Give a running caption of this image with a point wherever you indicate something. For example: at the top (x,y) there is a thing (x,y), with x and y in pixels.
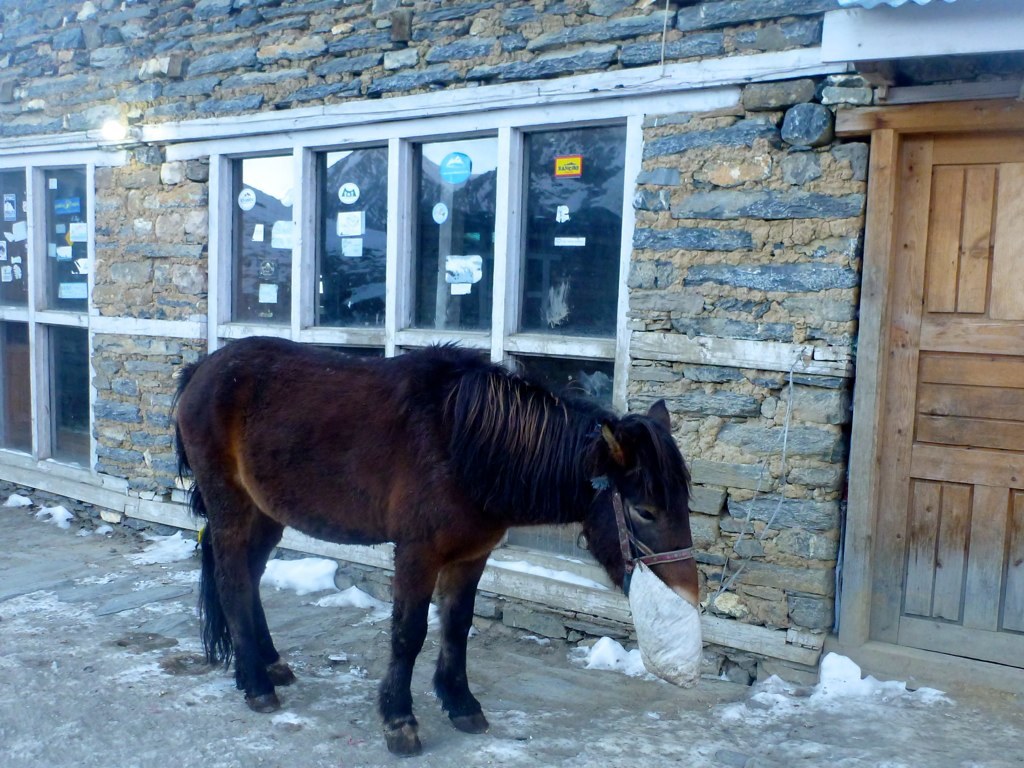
In this image, we can see a horse (446,653) is standing on the walkway (507,721). Background (719,386) we can see wall (718,306), glass doors (23,390), stickers (11,208) and wooden door (907,298).
